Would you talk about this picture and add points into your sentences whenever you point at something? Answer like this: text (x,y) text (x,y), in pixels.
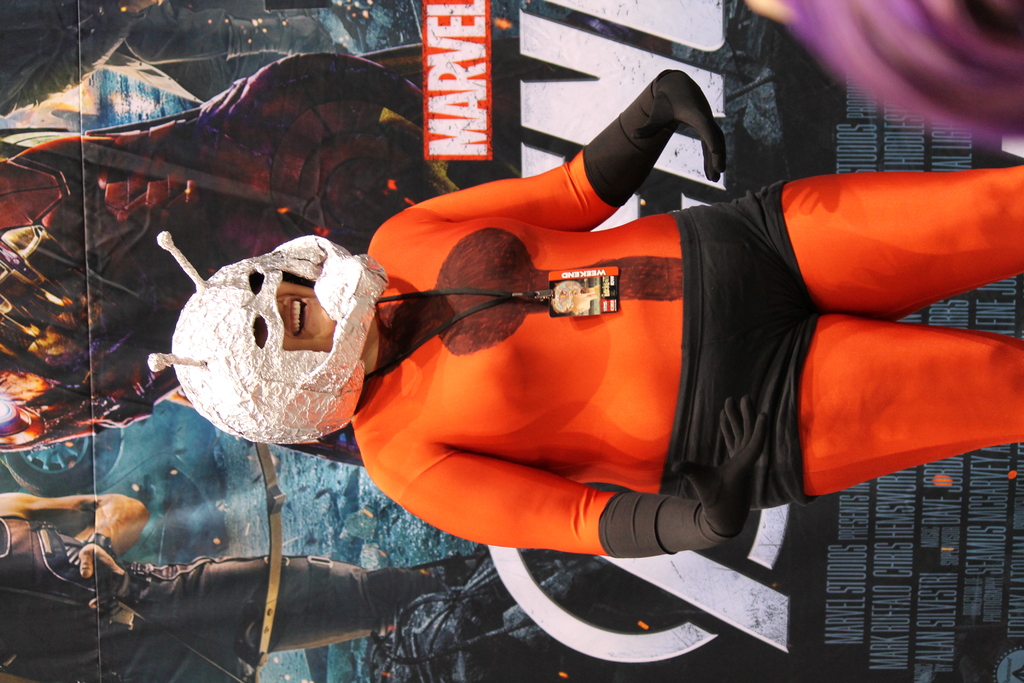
In this image I can see a woman (593,332) wore different dress (649,386) and she is smiling, this dress (526,369) is in orange color. Behind her there is the banner (591,648) of a movie.
